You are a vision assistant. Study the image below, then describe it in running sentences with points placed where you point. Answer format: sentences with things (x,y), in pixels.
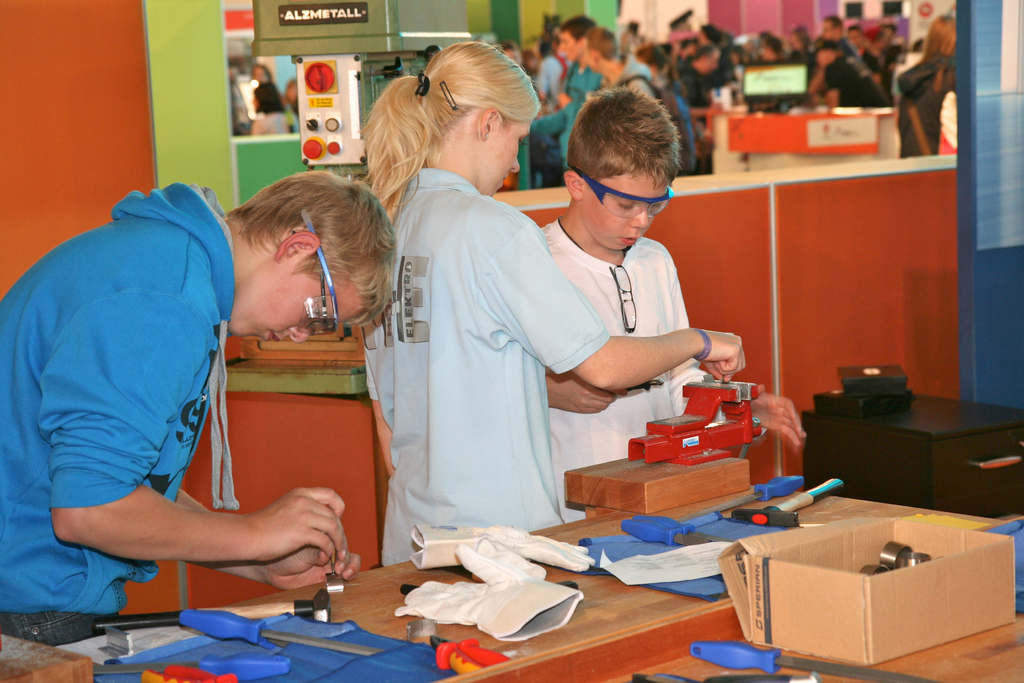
In this image we can see few people (583,216), some of them are standing near the table (366,591) and on the table (387,615) there are gloves (525,579), cloth (590,569), a box (870,593) and few other objects (888,554), and there is a black color box (929,447) and objects (869,404) on the box (928,460) and there is an object (349,362) beside the person's (372,206).
